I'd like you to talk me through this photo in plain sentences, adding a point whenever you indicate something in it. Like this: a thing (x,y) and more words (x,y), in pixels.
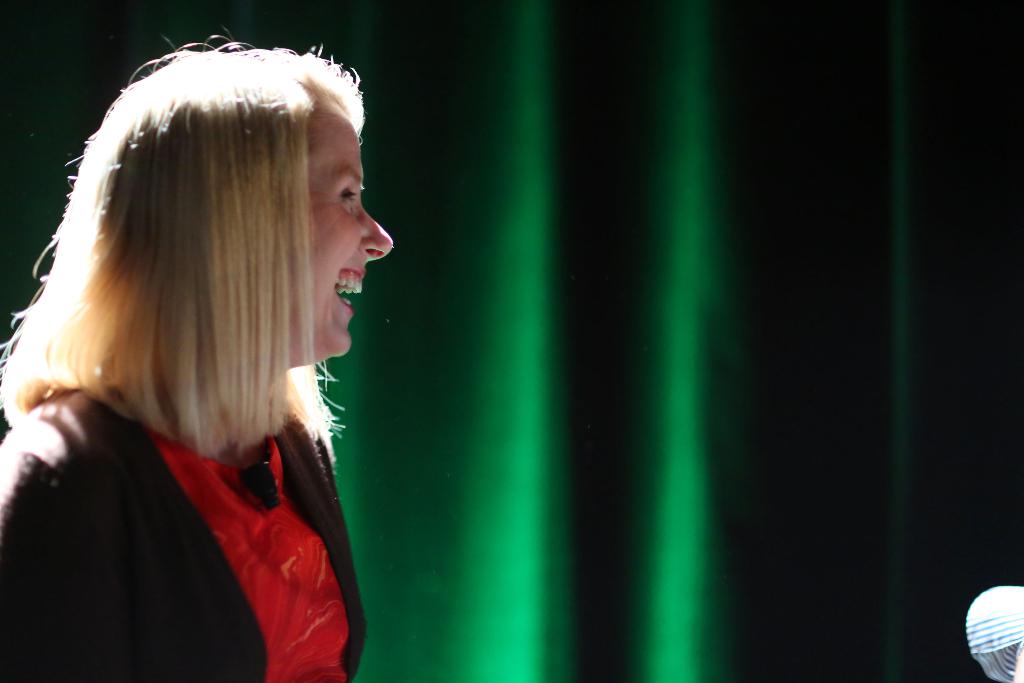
In this image, we can see a person (306,505) wearing clothes (223,532).
